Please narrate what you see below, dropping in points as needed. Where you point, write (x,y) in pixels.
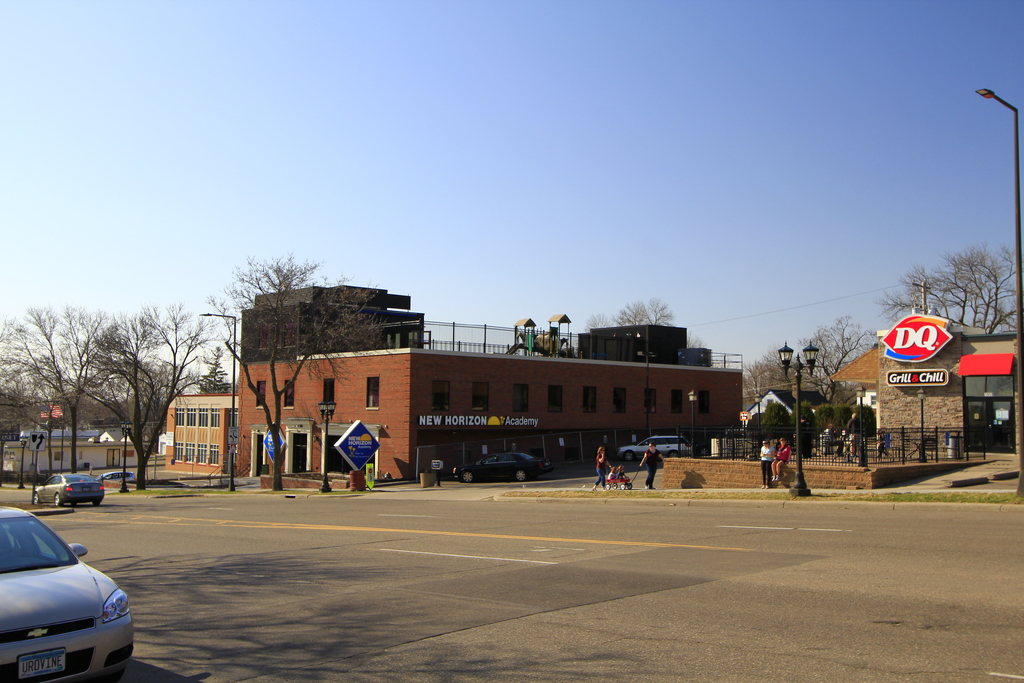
In the foreground of the picture (374,558) it is road (273,640). On the left (70,584) there is a car (50,575). In the center of the picture (394,384) there are buildings (513,386), trees (820,424), street light (125,477), boards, people (779,456), cars (84,492) and other objects (787,438). Sky (1015,72) is sunny.
